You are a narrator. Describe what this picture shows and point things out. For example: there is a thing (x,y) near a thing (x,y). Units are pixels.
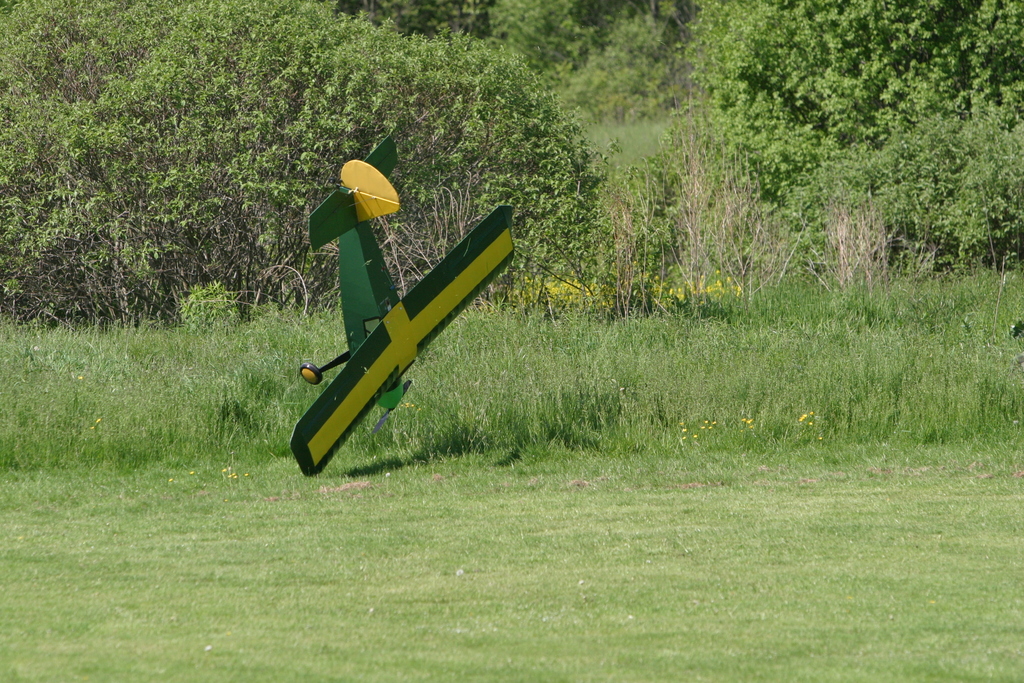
This is an outside view. Here I can see a green color plane (386,301) on the ground (554,458). In the background (660,360) there is grass (842,350) and trees (511,107).
